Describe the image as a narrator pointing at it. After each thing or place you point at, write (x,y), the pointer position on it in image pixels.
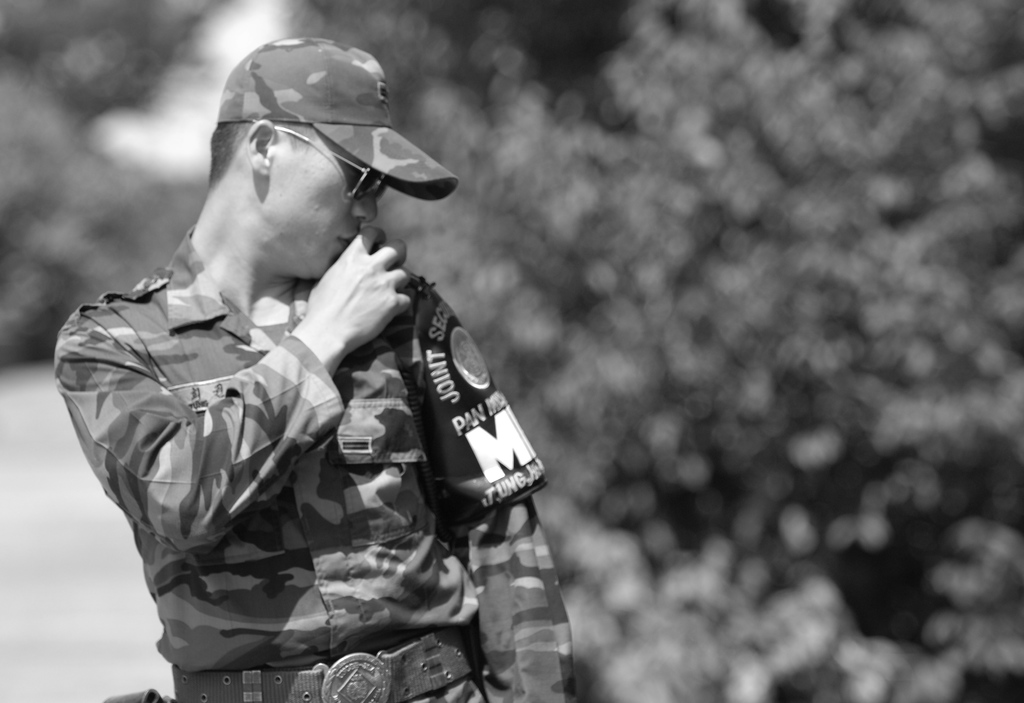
In this image we can see a person (289,193) wearing a cap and glasses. We can also see the blurred background (738,81).
